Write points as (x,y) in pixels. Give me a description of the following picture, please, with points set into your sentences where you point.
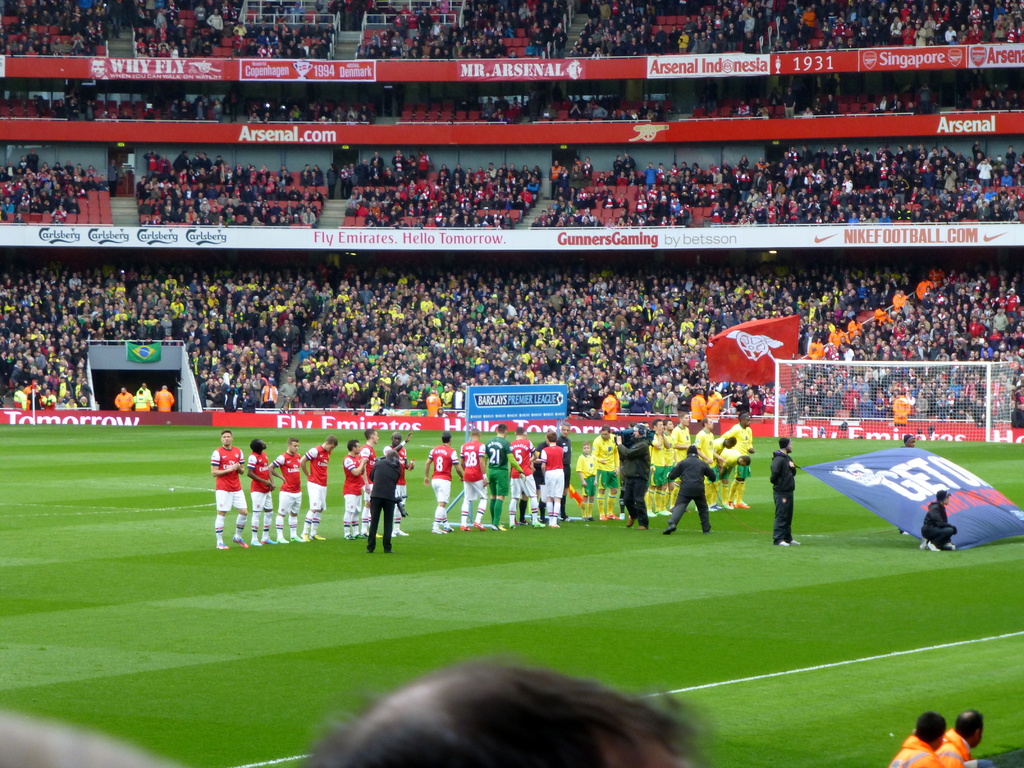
In this image few persons (493,445) are standing on the ground (722,540). Few persons (229,496) are wearing red shirts (527,456), few are wearing yellow shirts (665,455) and few are wearing black shirts (691,471). A person (631,454) is holding a camera (621,439) in his hand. Two persons (783,475) are holding the banner (904,479). Few persons (429,217) are sitting behind the banner (350,415). Bottom of image (378,722) there are few persons (945,753).
